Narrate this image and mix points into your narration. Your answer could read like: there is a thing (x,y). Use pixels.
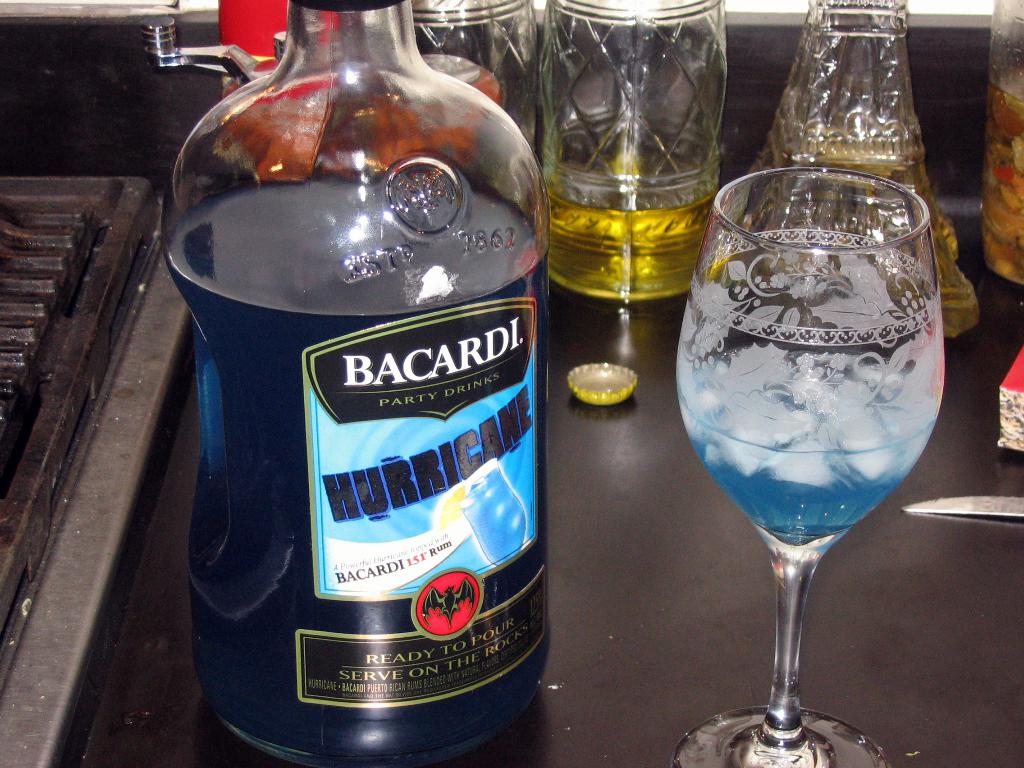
In this image I can see bottle (475,345) and a glasses (743,387).
